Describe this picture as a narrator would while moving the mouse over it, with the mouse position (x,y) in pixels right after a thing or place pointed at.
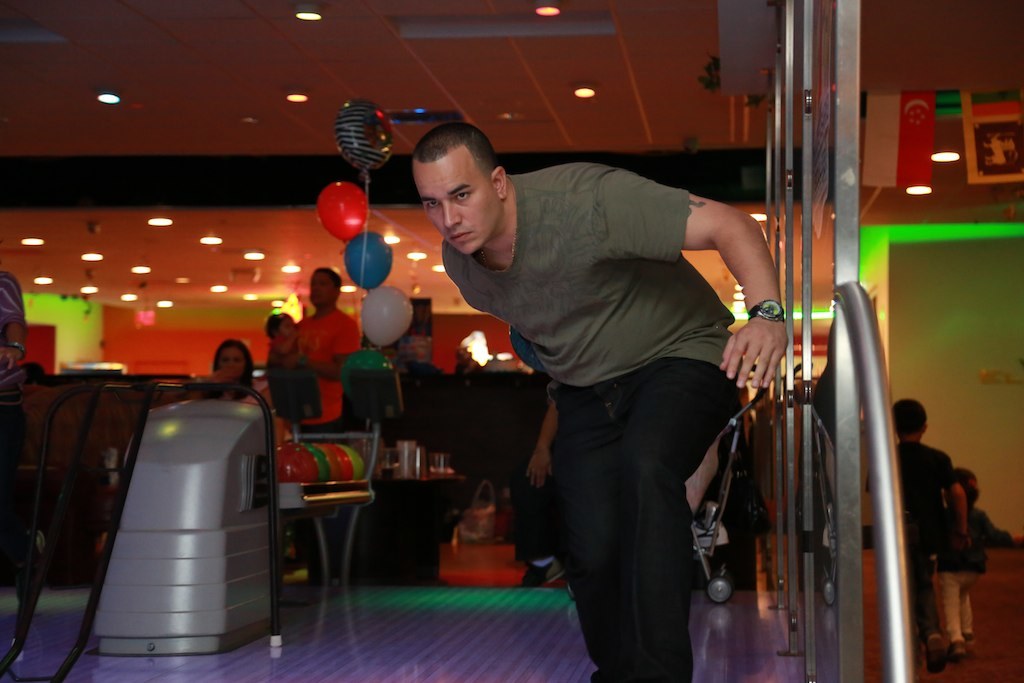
In this image we can see a man (555,378) is bowling, he is wearing green color t-shirt (635,319) with black pant (641,496). Background of the image (223,358) people (322,316) are standing and sitting. Right side of the image (943,560) two children (937,567) are running.
